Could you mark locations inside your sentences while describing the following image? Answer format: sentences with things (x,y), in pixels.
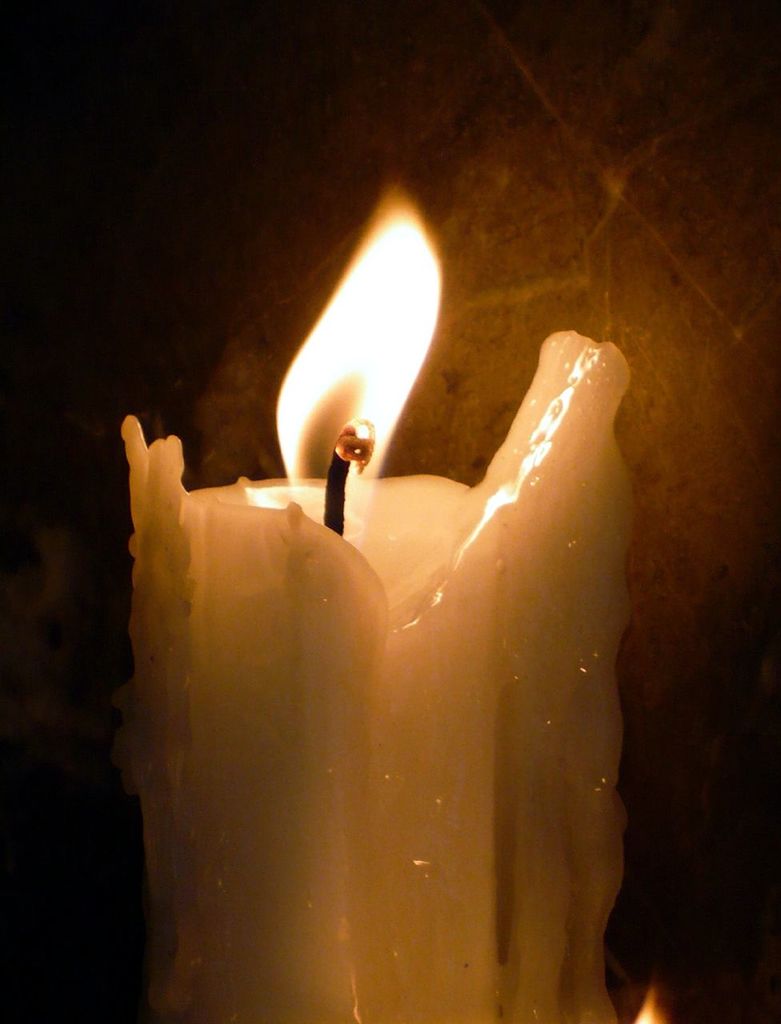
In this picture there is a burning candle (327,426) in the center of the image (490,491).
